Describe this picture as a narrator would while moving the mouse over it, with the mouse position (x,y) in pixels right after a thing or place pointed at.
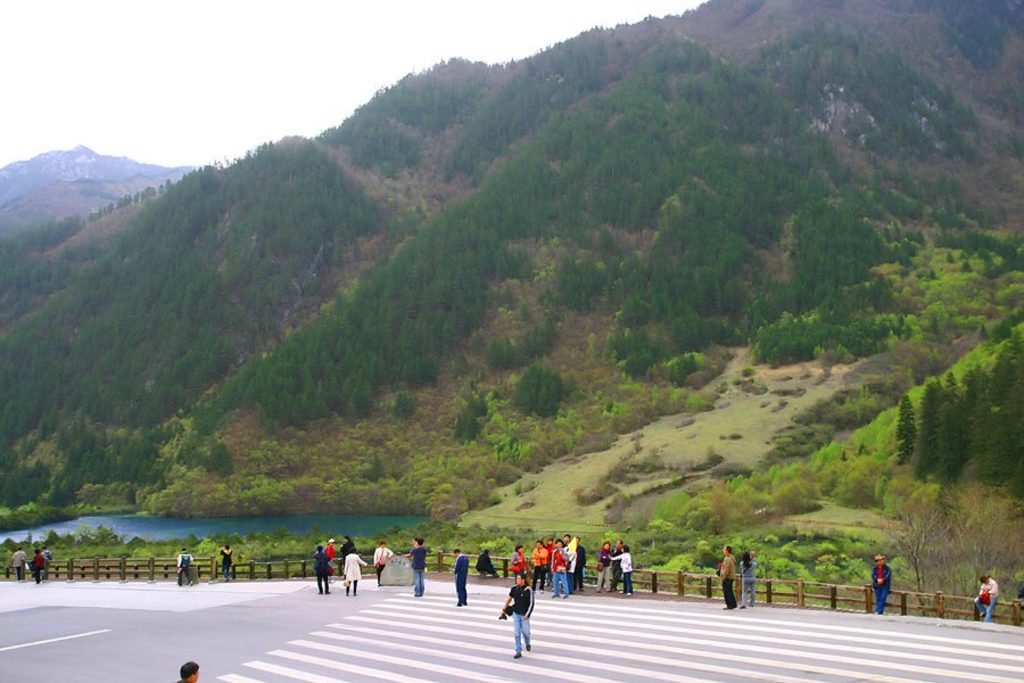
This picture is taken from the outside of the city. In this image, in the middle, we can see a group of people (381,552). In the background (131,549), we can see water (154,522) in a lake (200,531), plants (131,493), trees (486,480), rocks (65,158), mountains (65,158). At the top (240,153), we can see a sky (309,25), at the bottom (719,513), we can see some plants (894,512), grass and a road (241,625).
